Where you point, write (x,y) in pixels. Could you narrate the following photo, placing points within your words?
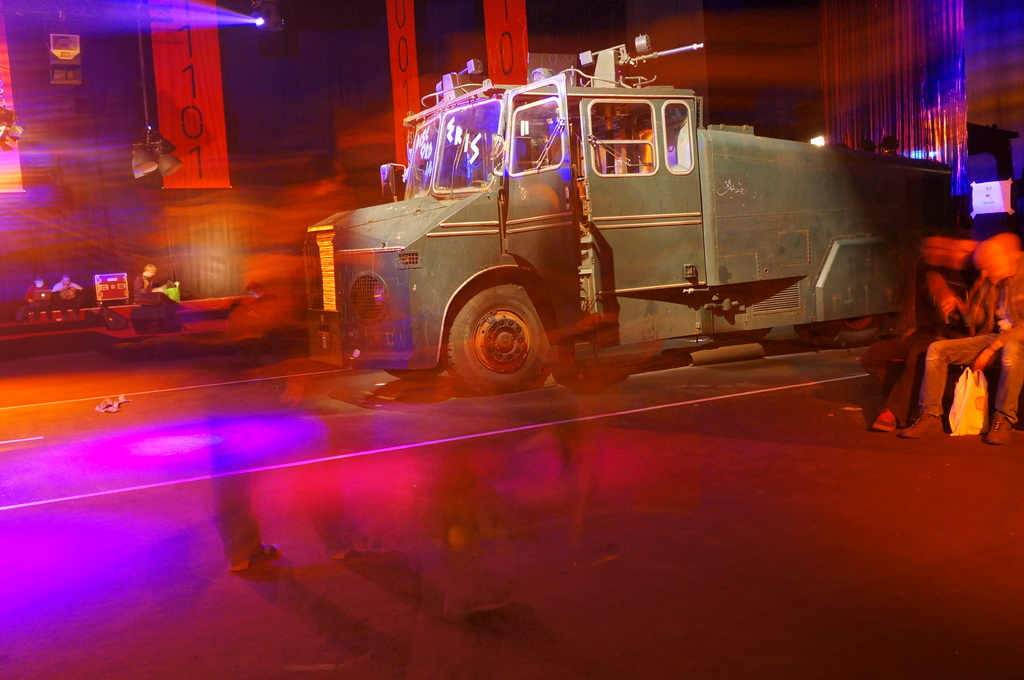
In this image in the center (386,245) there is one vehicle (588,228), and also there are some persons (995,346) and in the foreground (359,505) we could see reflection (522,466) of some persons (235,519) and some lights (182,527). In the background (427,99) there is a wall (269,135), lights (156,149), boards (176,70) and some boxes (99,300) might be. At the bottom (477,580) there is floor (795,518).
